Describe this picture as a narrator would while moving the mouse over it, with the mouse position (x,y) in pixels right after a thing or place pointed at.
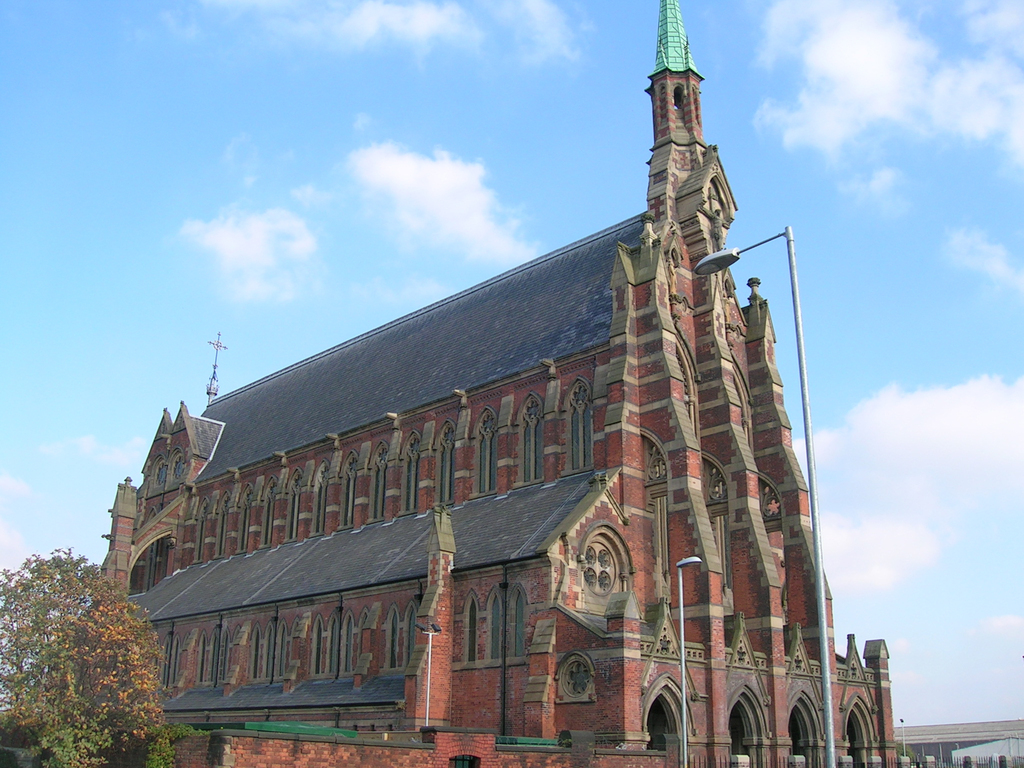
In the foreground of this image (773,678), there are two poles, a tree (102,700) on the left (92,671) and a building (485,523). At the top (388,116), there is the sky (357,116).
